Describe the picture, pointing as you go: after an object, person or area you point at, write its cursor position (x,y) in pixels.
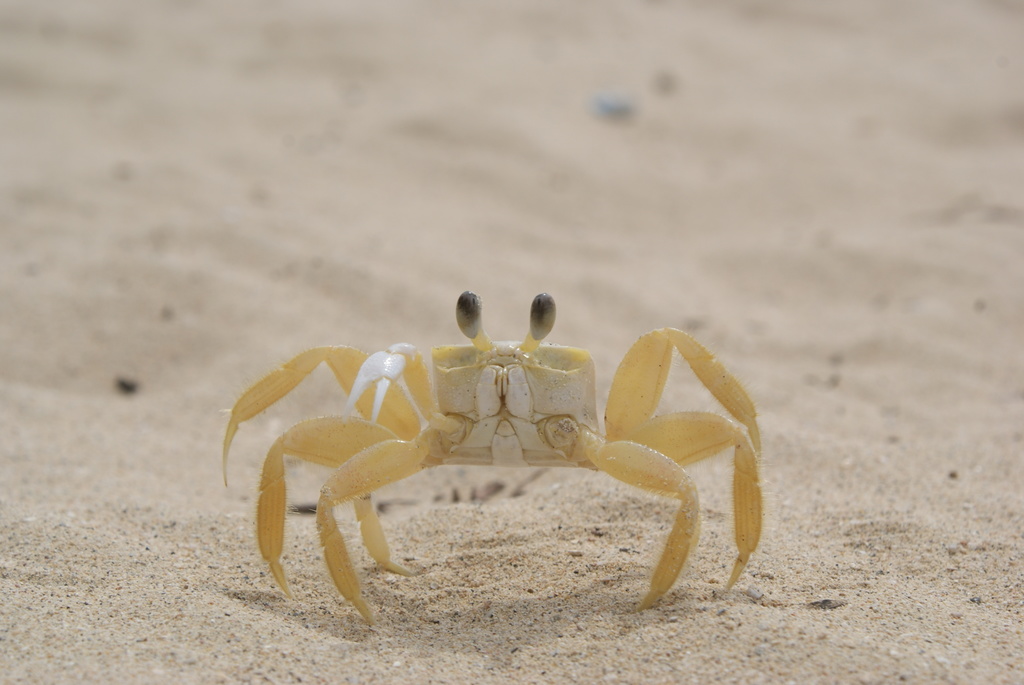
This image consists of sand (476,521) and there is a crab (417,470) in the middle (457,455). It is in yellow color.
